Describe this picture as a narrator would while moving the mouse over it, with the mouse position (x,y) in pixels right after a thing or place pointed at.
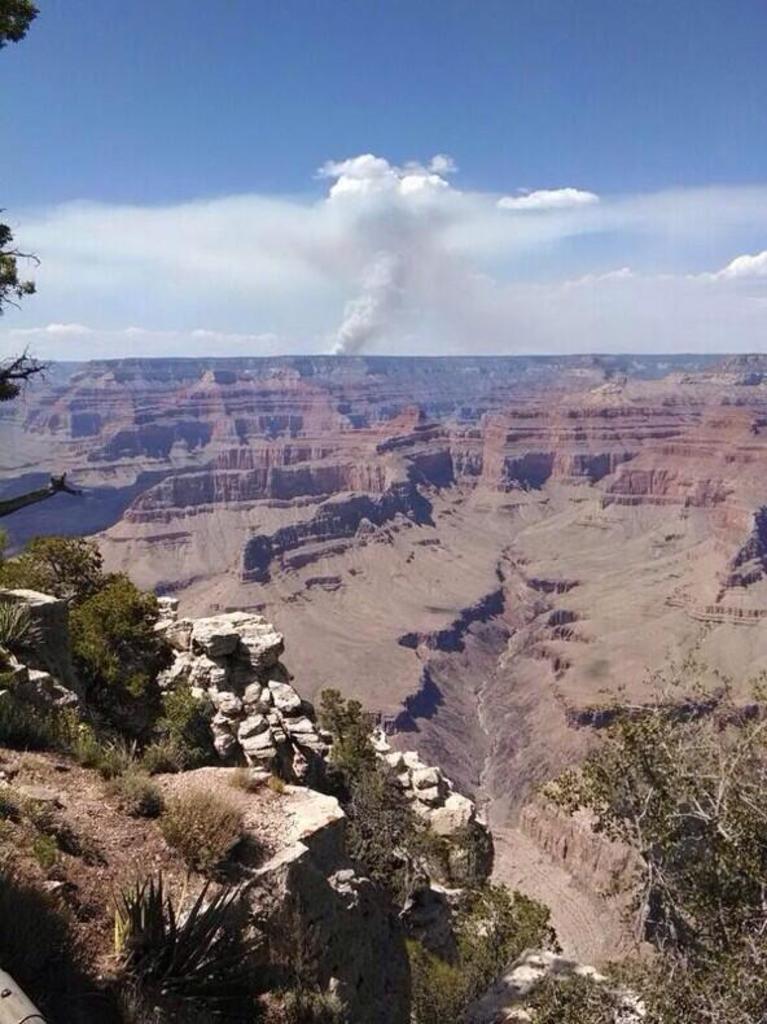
In this image we can see the grand canyon (486,497), some rocks (208,641), some trees (465,933), bushes (764,850), plants (379,855) and grass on the ground (76,806). At the top (486,291) there is the cloudy sky (513,336).
